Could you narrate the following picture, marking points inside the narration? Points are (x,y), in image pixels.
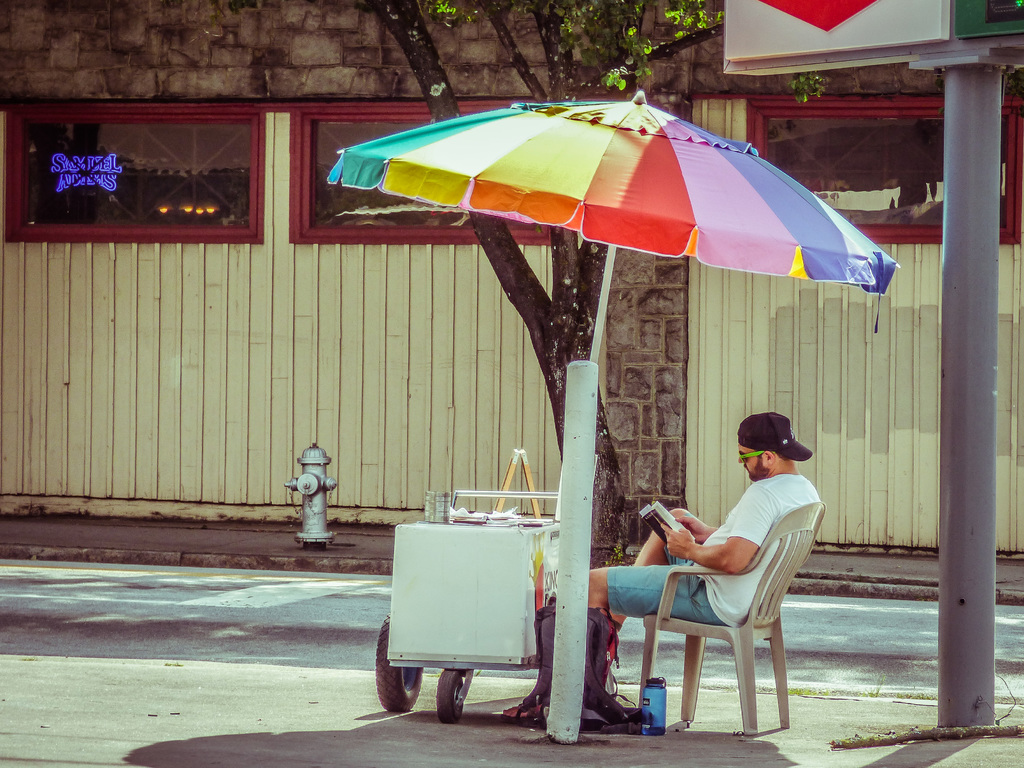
As we can see in the image there is a brick wall (309,59), tree (584,26), umbrella (529,173) and a man (736,581) sitting on chair (763,610).
